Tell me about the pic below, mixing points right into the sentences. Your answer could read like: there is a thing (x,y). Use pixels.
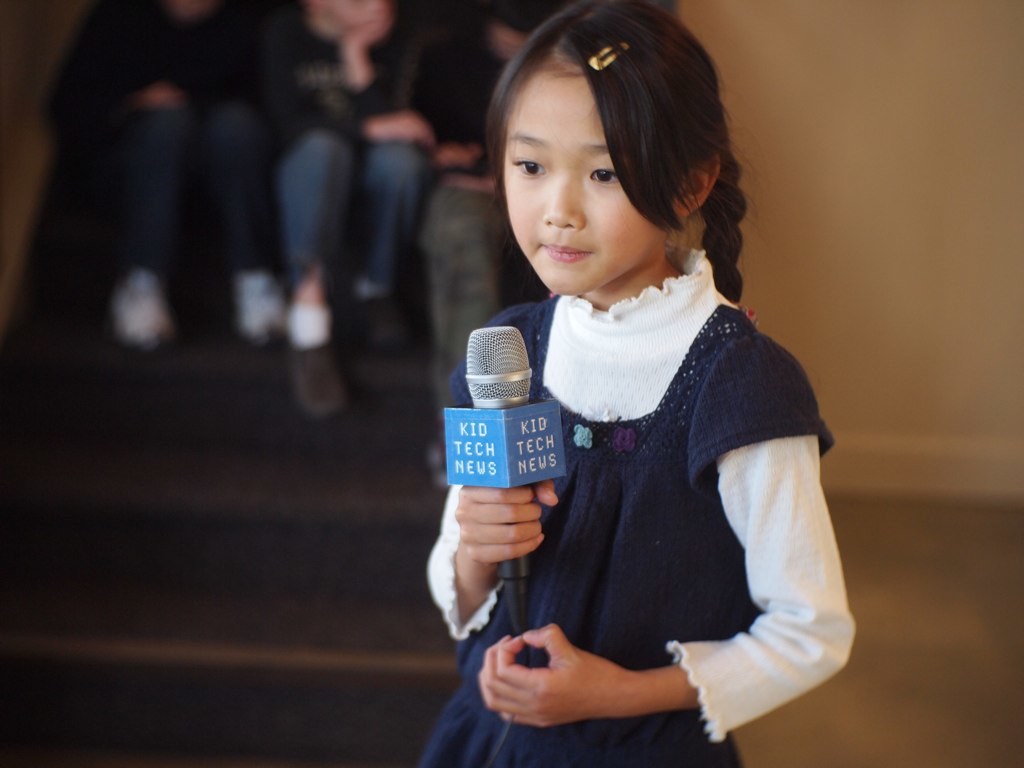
This kid (608,495) standing and holding microphone (540,436), behind this kid (675,274) we can see wall (839,34), persons (106,81) are sitting on the steps (257,381).
